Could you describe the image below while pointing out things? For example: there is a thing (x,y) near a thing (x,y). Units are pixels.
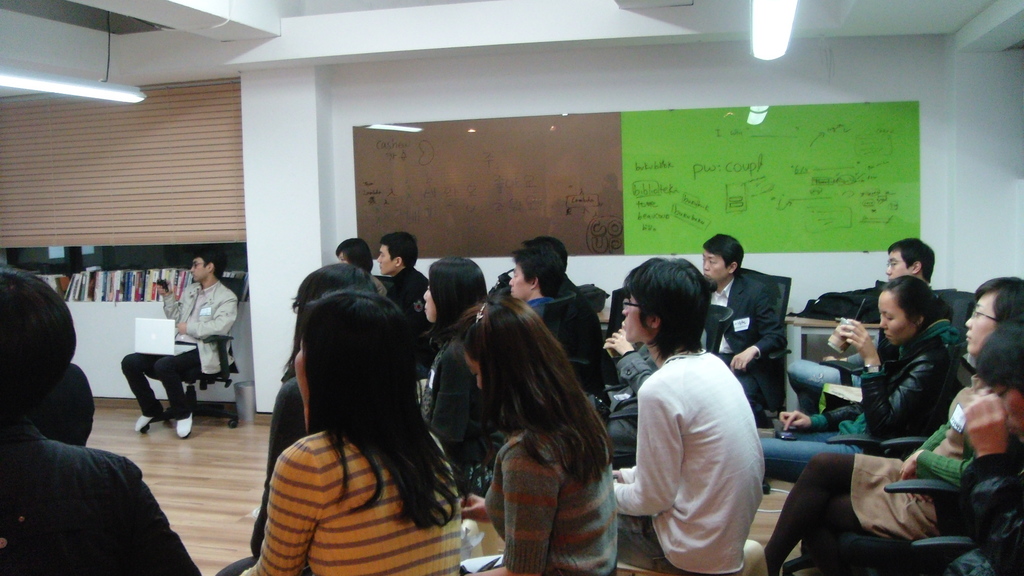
In this image there are group of people (553,396) who are sitting on chairs (913,440), and some of them are holding somethings. In the background (611,190) there are some boards (537,185) on the wall (298,174), on the left side (200,298) there are some books (155,278), wall (253,240), light (101,92), and one person (223,332) is sitting on chair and holding something. At the top (764,18) there is one light (773,43), and at the bottom (234,450) there is floor (226,491).
